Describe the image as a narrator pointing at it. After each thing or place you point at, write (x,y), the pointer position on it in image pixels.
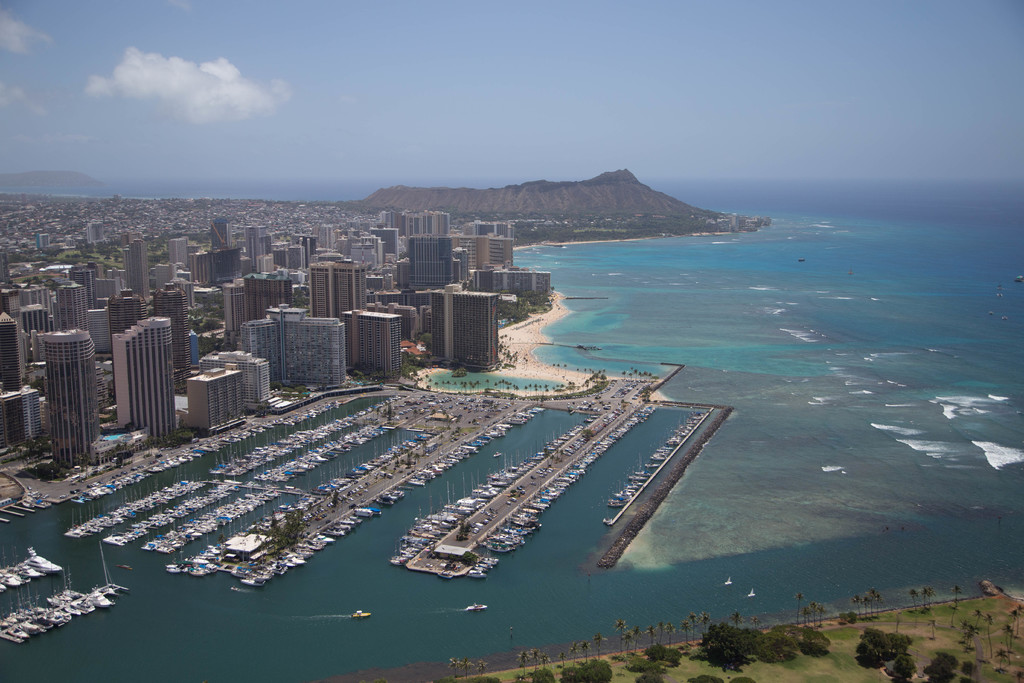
In this picture I can see buildings (291,320), water (377,531) and a mountain (601,192). In the background (496,87) I can see the sky (474,71). Here I can see trees (730,659) and boats (106,570) on the water (98,566).
